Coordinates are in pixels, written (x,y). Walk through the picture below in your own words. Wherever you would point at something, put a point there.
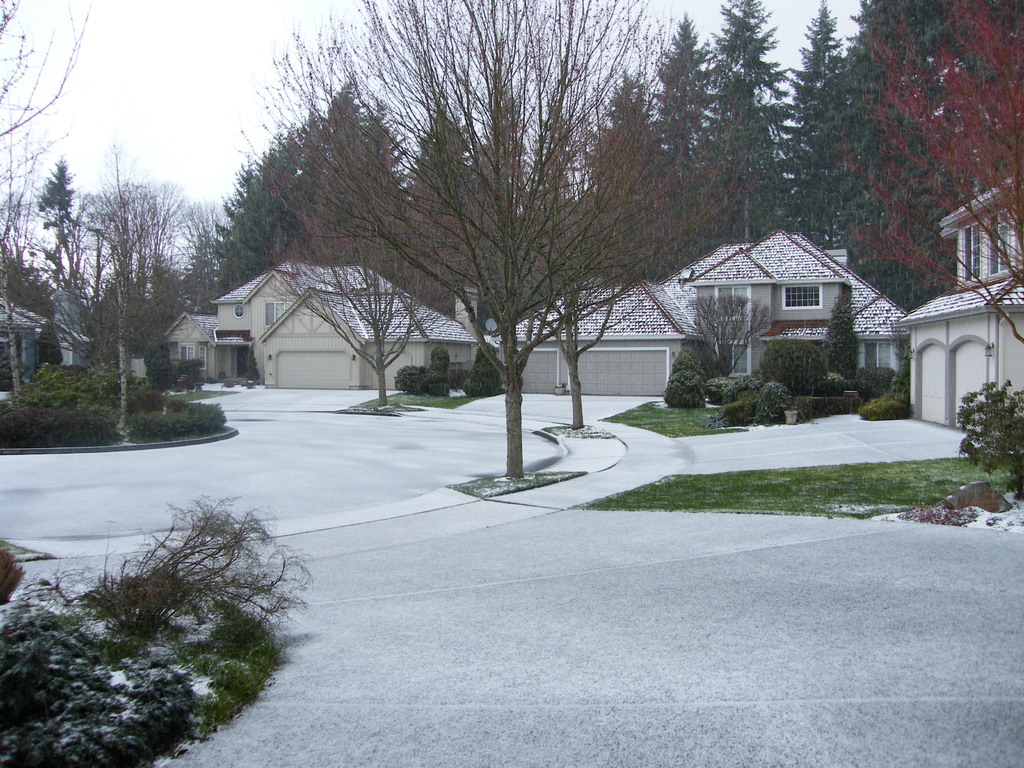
This image contains few trees (50,310) and plants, grassland (677,508) are on the pavement (668,608). Behind it there are few houses (272,313). Behind it there are few trees (464,144) and sky (153,103).
